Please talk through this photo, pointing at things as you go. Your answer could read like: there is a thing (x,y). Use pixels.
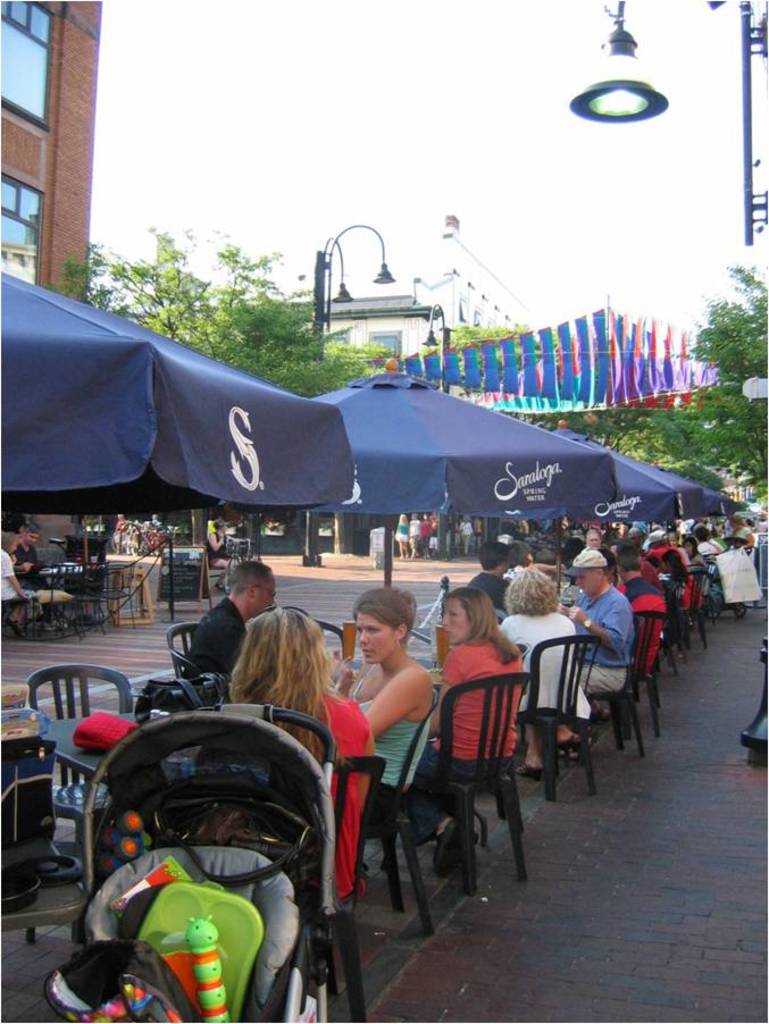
As we can see in the image there are trees (258,343), sky (177,146), buildings (57,53), street lamp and road (598,848). On road (598,853) there are chairs (404,816) and few people (340,716) sitting on chairs (699,608).
